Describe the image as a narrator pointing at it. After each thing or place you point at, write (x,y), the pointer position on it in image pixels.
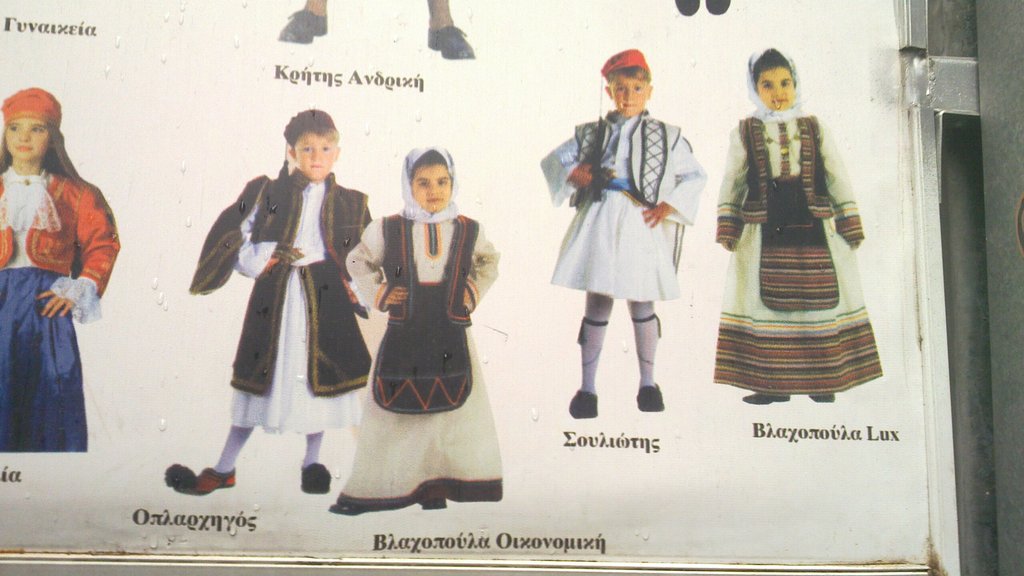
In this image I can see a photo of children (785,301) wearing costumes (655,380).
